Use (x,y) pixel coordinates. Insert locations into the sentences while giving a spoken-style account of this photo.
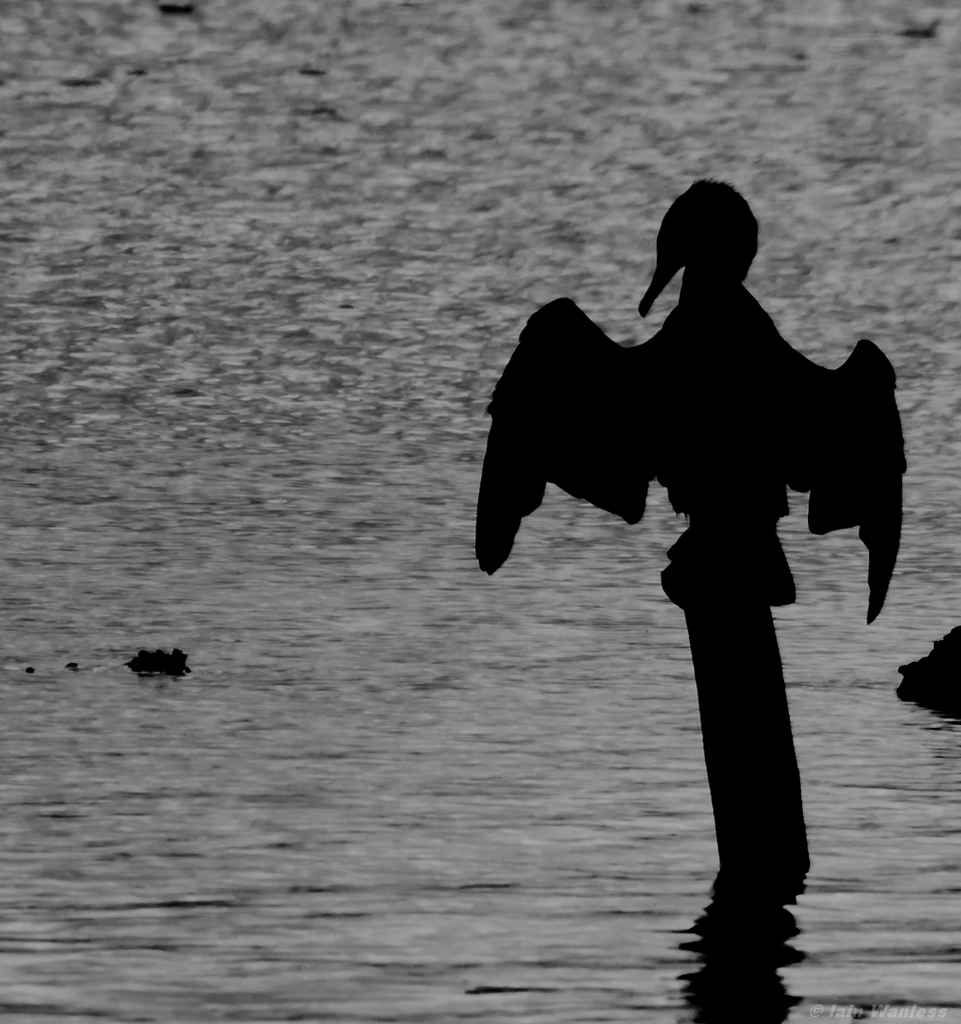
It is the black and white image in which there is a bird (700,438) on the pole (726,641) which is in the water (387,809).
